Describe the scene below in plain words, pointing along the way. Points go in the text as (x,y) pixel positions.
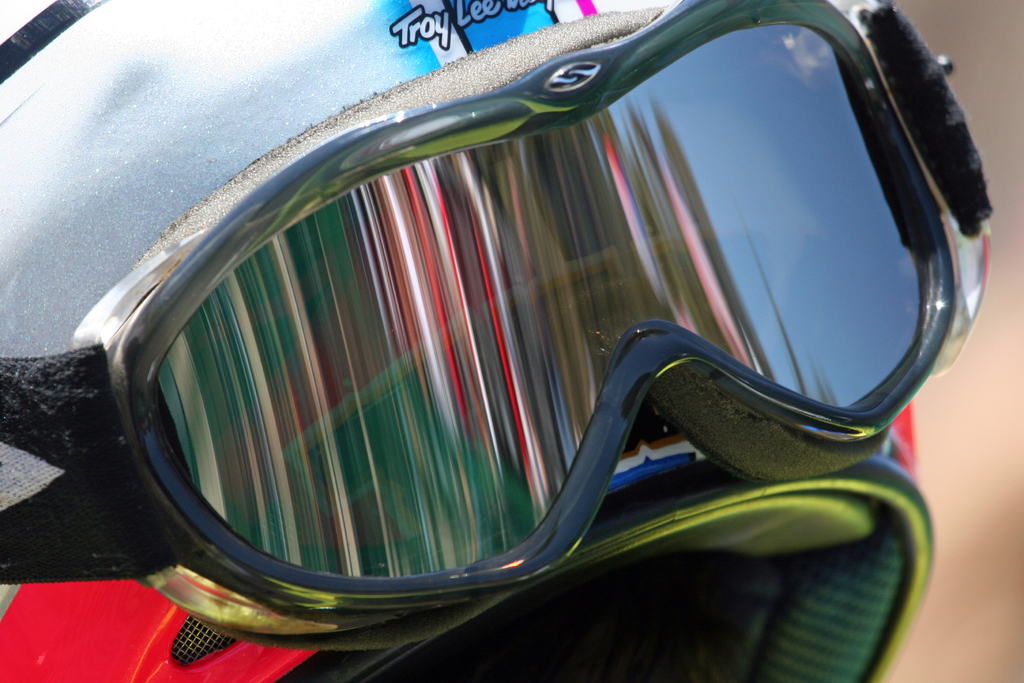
In this image there is a helmet (99,667) having goggles (598,337) kept on it. Background (988,551) is blurry.
